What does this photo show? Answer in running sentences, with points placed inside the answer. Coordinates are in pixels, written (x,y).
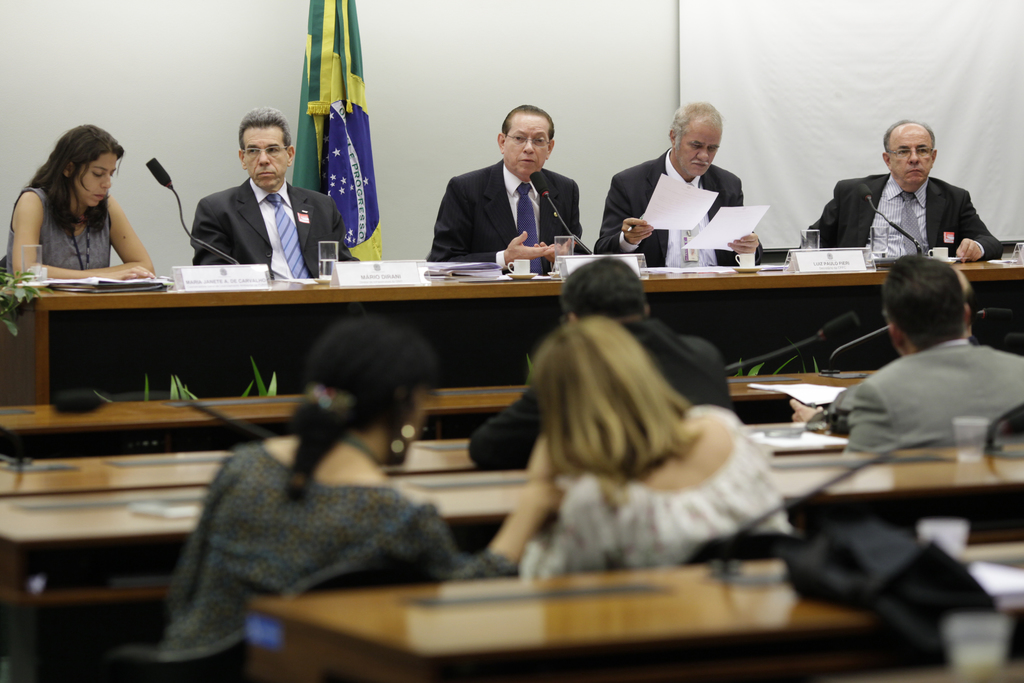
In this picture group of people (913,380) sitting on the chair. We can see tables (560,607). On the table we can see microphones (576,239), papers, board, glass (563,251). On the background (223,58) we can see wall (406,52) and flag (334,48).
